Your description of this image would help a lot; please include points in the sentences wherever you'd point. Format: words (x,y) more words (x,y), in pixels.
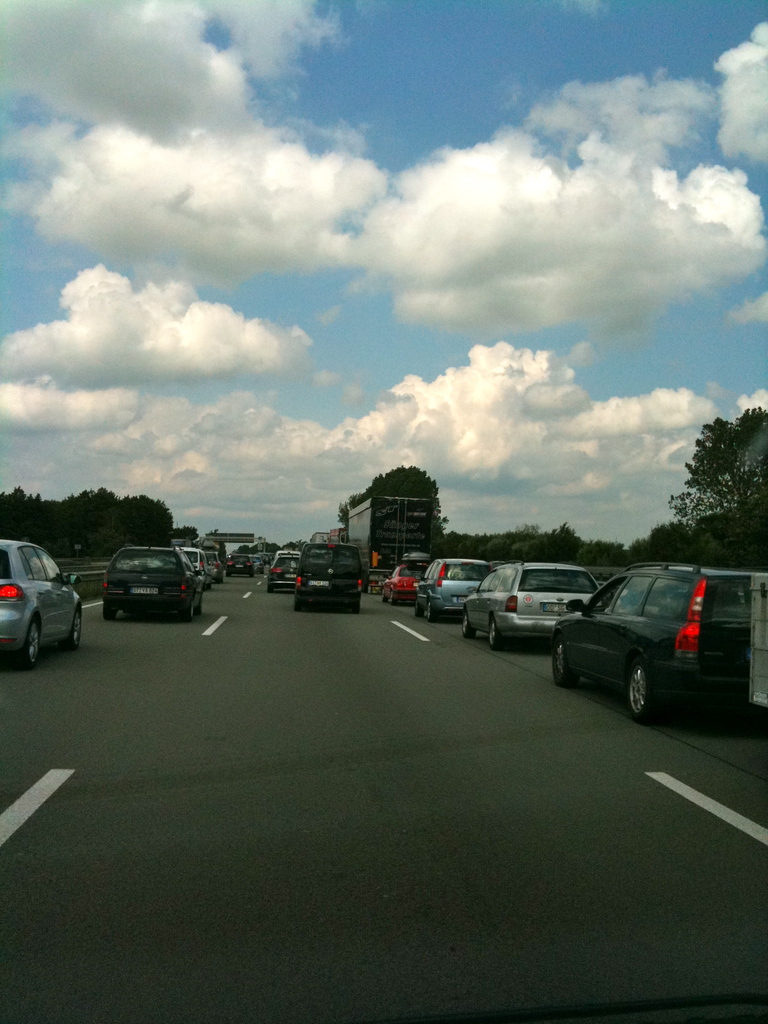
In this picture we can see few vehicles (573,621) on the road (290,760), in the background (478,501) we can find few trees (703,492) and clouds (408,273).
